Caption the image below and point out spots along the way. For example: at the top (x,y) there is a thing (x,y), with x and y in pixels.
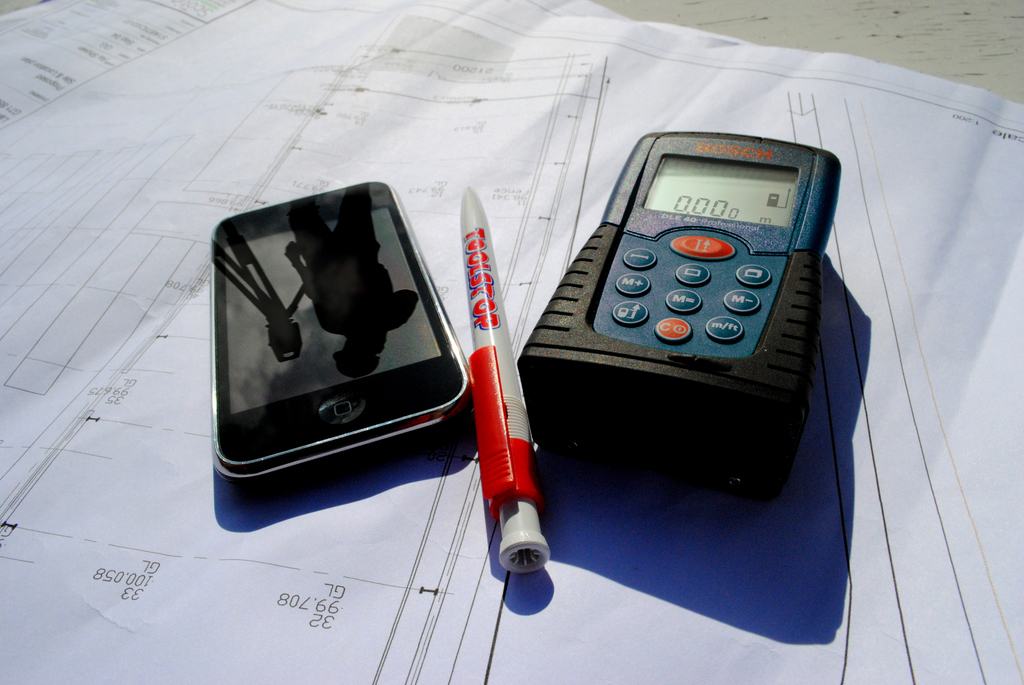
In this image we can see a mobile (408,317), pen (489,387) and a laser distance meter (799,370). In the background of the image (98,123) there are papers (454,31) and a white surface (890,49).
